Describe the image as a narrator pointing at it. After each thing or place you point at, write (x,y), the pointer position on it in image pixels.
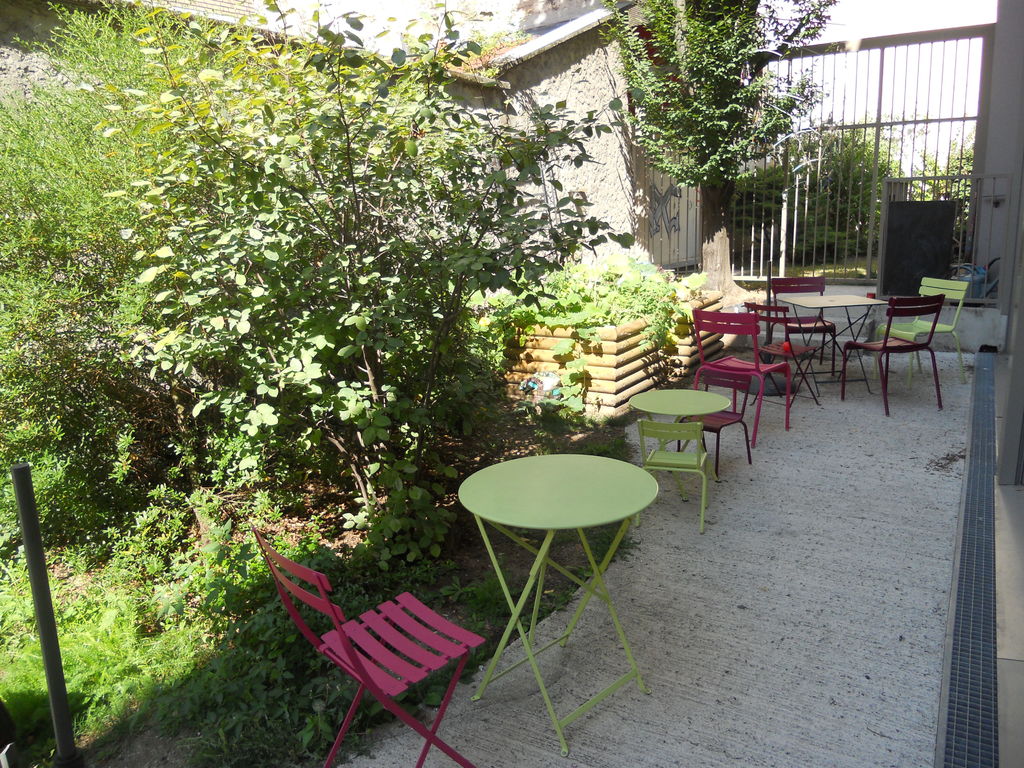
In this image there are tables (643,493) around the tables (623,510) there are chairs (452,628) and there are trees (660,109), in the background (809,71) there is a gate (920,37).
